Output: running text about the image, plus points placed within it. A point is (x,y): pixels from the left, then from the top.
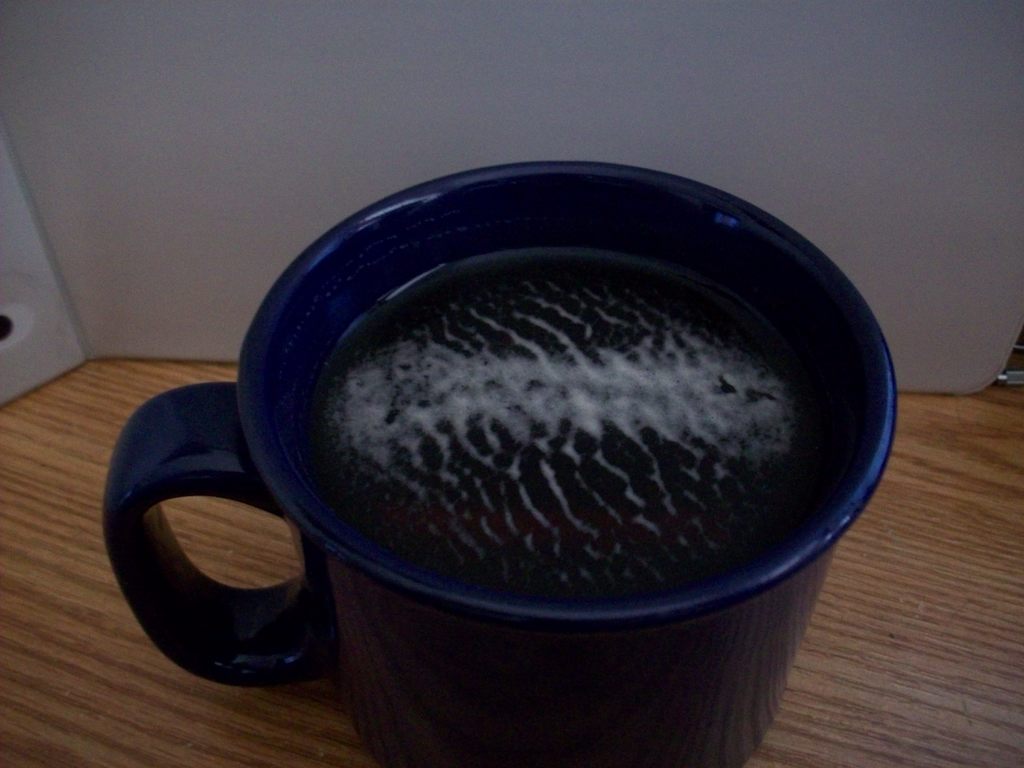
There is a blue color cup (409,581) with some liquid (553,404) on a wooden surface (874,635). In the back (435,96) there is a white wall (209,172).
